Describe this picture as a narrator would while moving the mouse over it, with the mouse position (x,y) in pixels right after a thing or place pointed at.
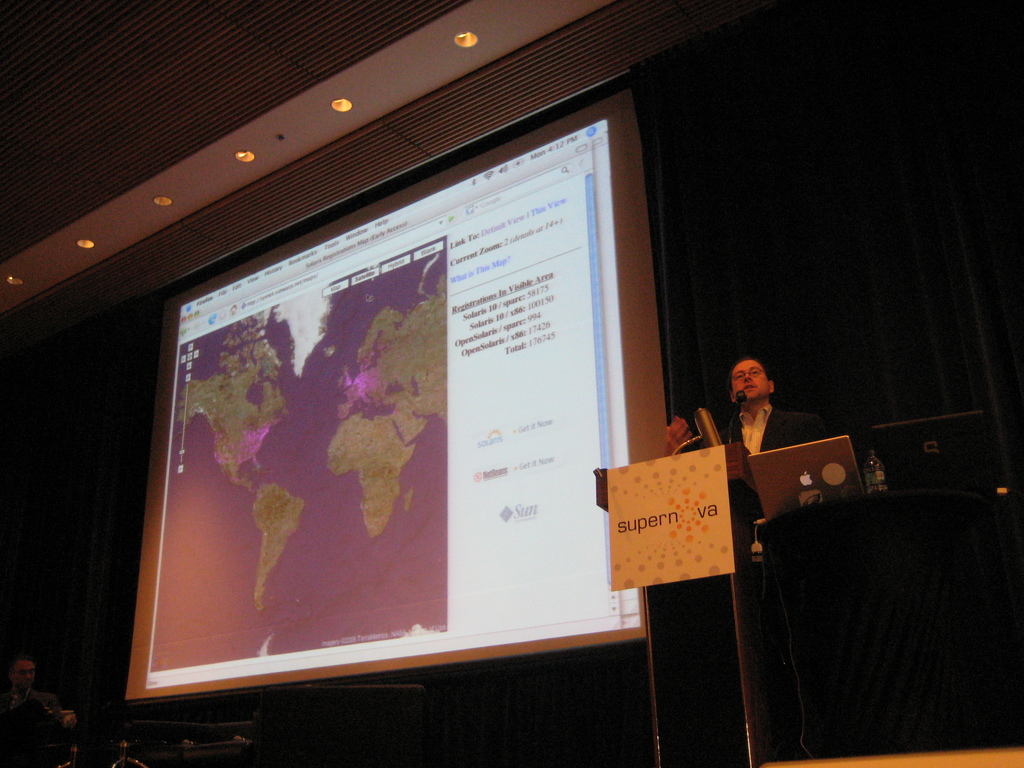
This is the man (743,415) standing. Here is a podium (659,620) with the mike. This looks like a table (925,510) with two laptops (804,492) and a water bottle (873,487). I can see the screen (189,680) with the display (453,450). At the bottom left corner of the image (50,712), I can see a person (50,719) sitting on the chair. These are the ceiling lights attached to the roof (438,78).
